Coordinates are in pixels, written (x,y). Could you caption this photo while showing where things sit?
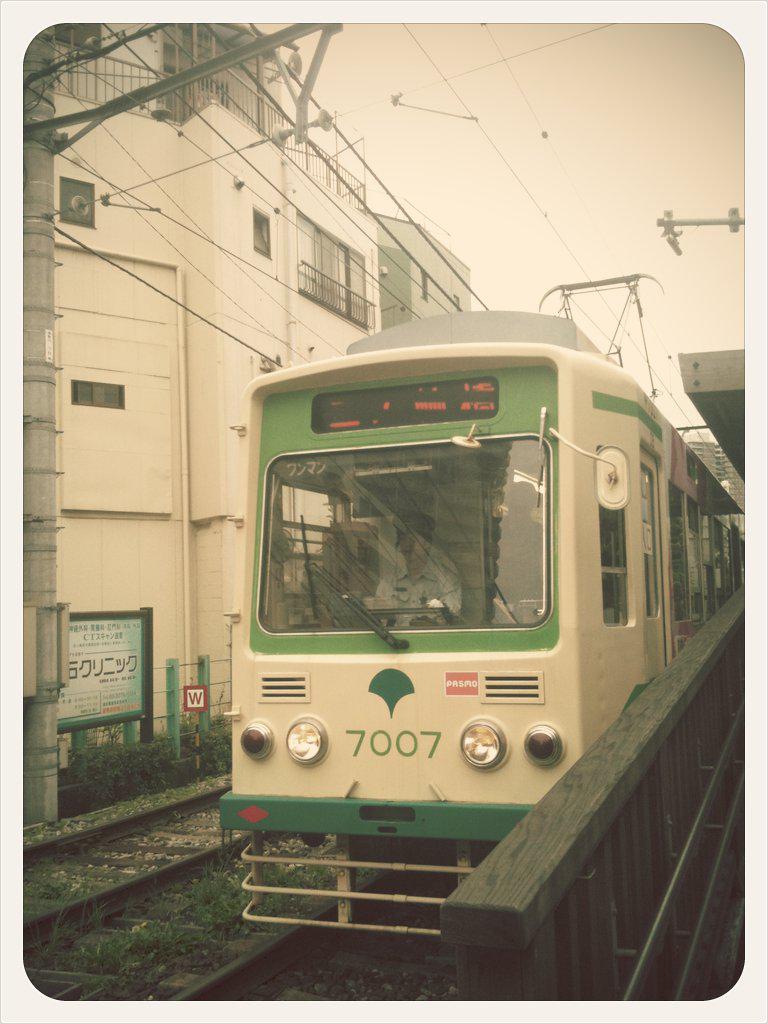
In the middle of this image (468,563), there is a train (530,455) on the railway track (339,995). On the right side (676,954), there is a platform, which is having a fence (592,903). On the left side (100,878), there is another railway track (109,830). In the background (99,192), there are electric lines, there are buildings (99,192) and there are clouds (658,112) in the sky (613,81).
